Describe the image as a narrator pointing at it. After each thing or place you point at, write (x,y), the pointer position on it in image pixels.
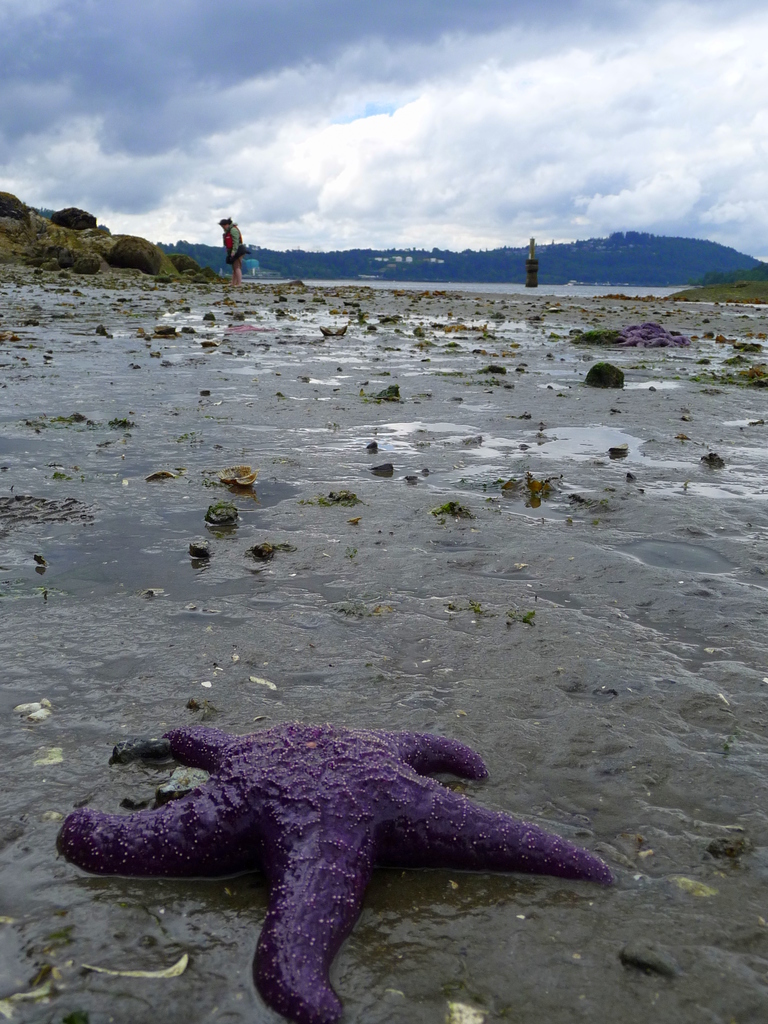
This picture might be taken on the seashore (605,527). In this image, in the middle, we can see a starfish (435,863). On the left side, we can see a person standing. On the left side (119,258), we can see some rocks (81,239) and plants (106,241). On the right side (743,273), we can also see some rocks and plants (741,289). In the background (564,284), we can see black color. At the top (435,114), we can see a sky (292,98) which is cloudy, at the bottom (261,711), we can see water (571,288) in an ocean (645,291) and a land (195,503) with some stones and a sand (501,589).
